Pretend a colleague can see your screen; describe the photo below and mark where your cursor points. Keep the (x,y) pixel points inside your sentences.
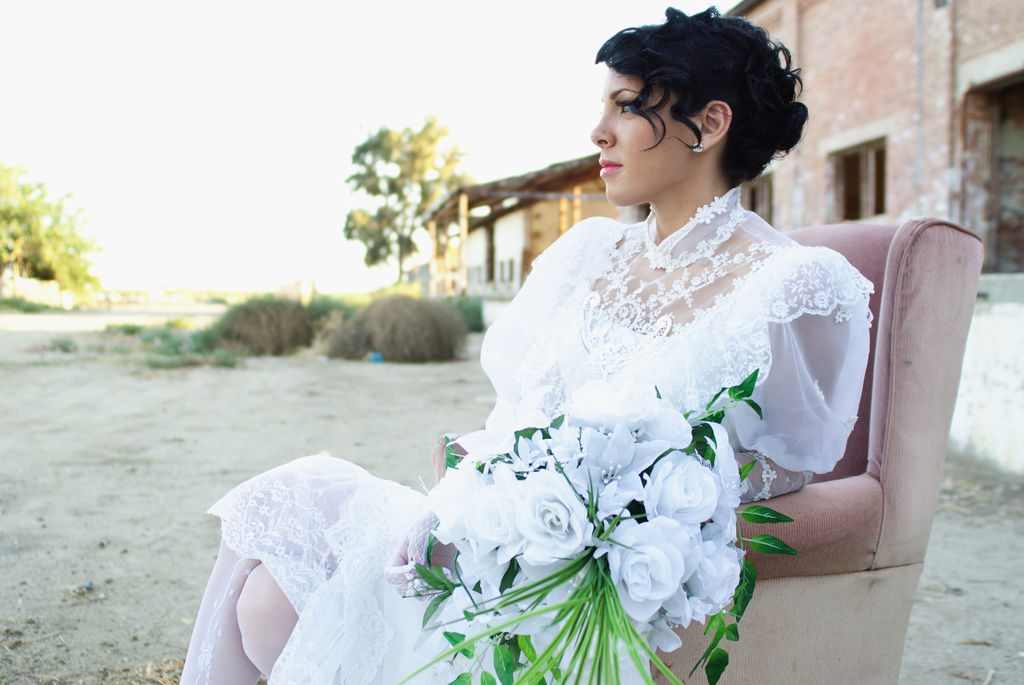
In this image we can see a woman (740,238) wearing a dress (670,373) and holding flowers (567,520) is sitting in a chair (878,508) placed on the ground (403,368). In the background (818,209), we can see building (872,198) with windows (856,192) shed (465,224), group of trees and the sky (274,176).
